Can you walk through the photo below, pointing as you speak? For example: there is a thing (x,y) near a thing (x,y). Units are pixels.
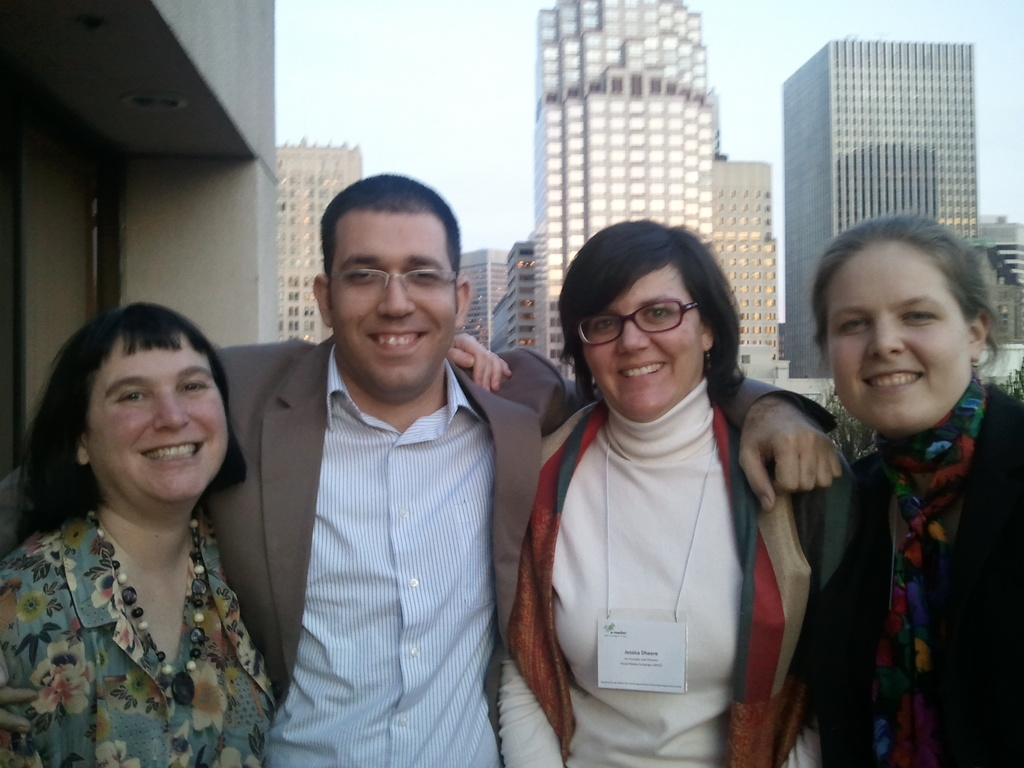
In front of the image there are four people (471,476) standing with a smile on their face (600,382), behind them there are buildings (994,229).
